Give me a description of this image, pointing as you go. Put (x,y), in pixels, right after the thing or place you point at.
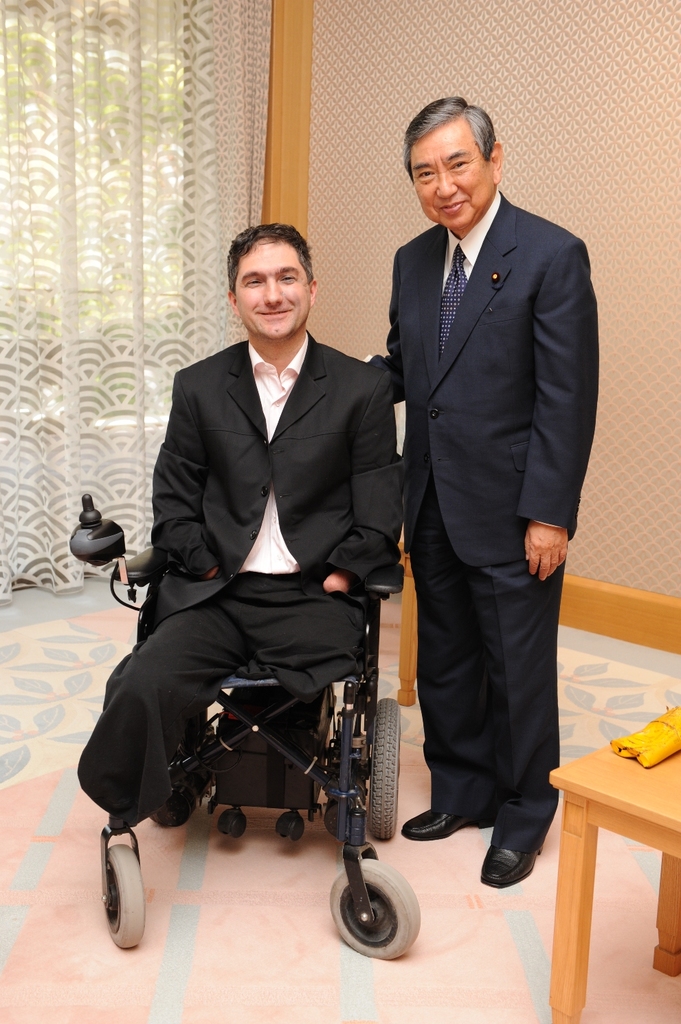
The person (276,513) who is disabled is sitting in a wheel chair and there is another person (457,444) standing beside him and there is a white curtain (193,198) in the background (171,220).
